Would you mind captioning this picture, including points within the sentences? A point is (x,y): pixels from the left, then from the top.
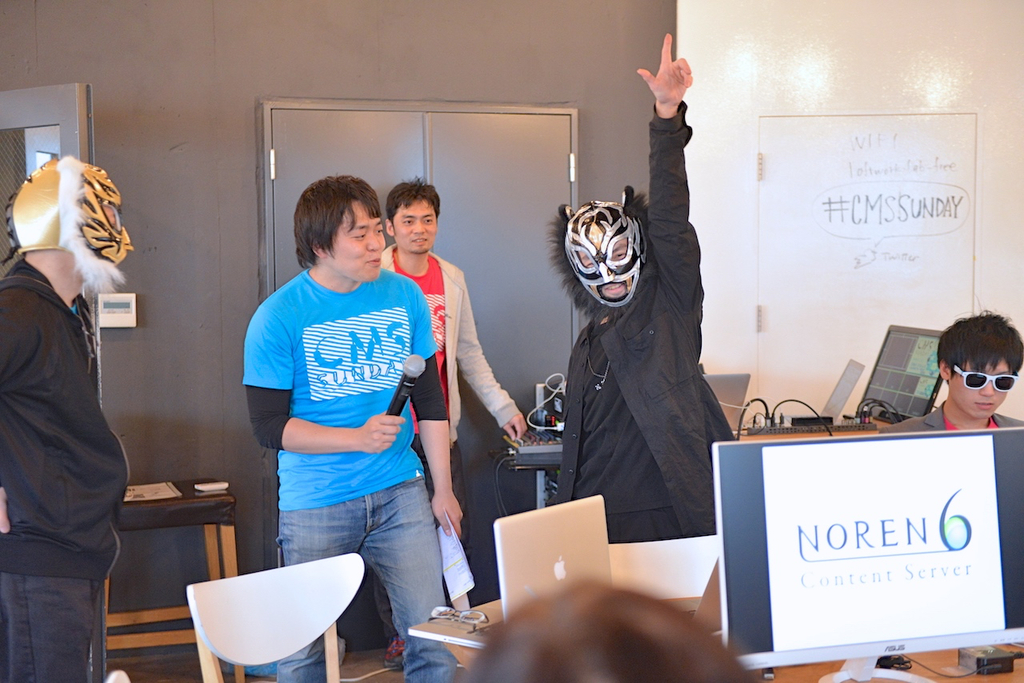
In this picture there are people (683,414) standing, two of them are wearing masks (598,206) on their faces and there is a person (388,279) who is talking and holding a microphone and in front of them there is a laptop (501,600) and on the right side (791,184) is a board (938,164).
